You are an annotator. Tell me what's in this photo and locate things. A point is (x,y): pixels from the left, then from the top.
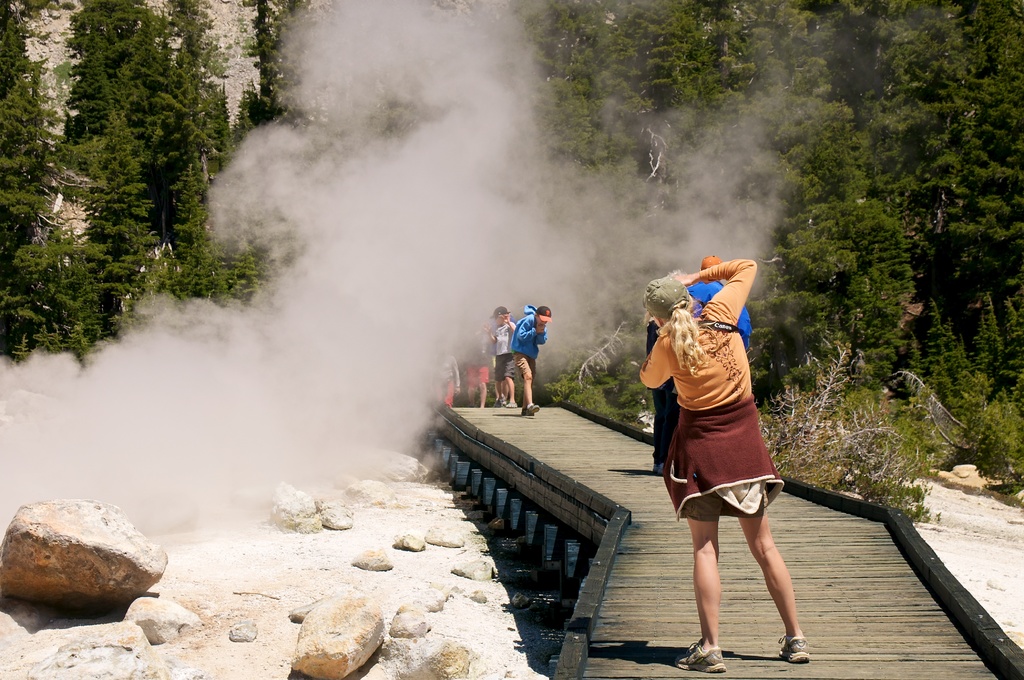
In the picture we can see a wooden bridge (573,438), on it we can see some people (701,532) are standing and closing their noses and beside the bridge (916,667) we can see the surface (1000,510) with rocks (63,544) and smoke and in the background (981,86) we can see the trees (981,86).
